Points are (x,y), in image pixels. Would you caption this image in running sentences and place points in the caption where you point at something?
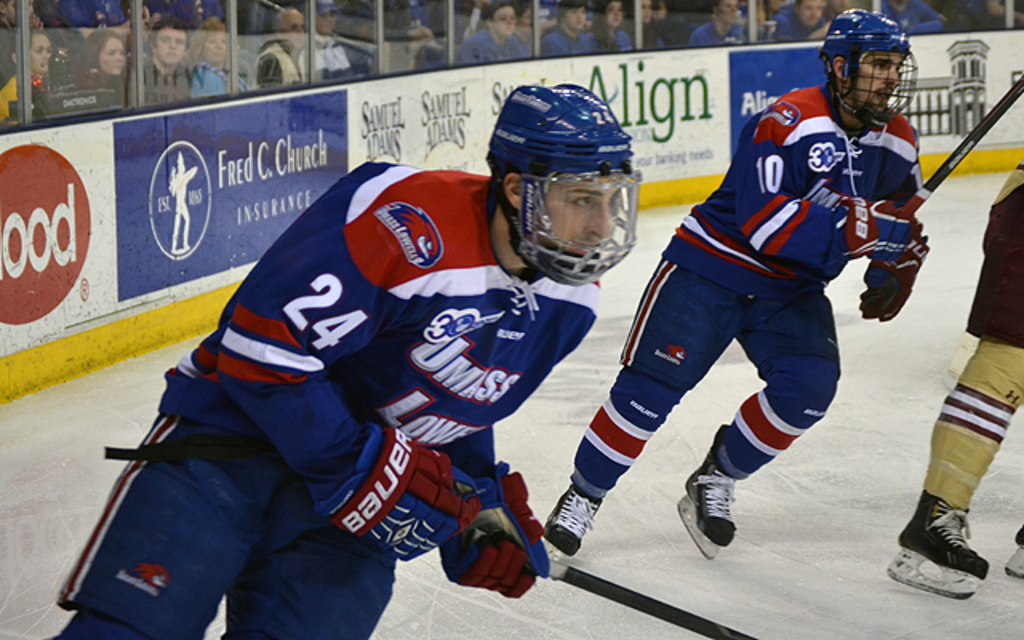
In this picture I can see few playing Ice hockey and they are wearing helmets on their heads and I can see few boards (706,134) with some text (323,145) and audience (174,4) in the back (168,77).
